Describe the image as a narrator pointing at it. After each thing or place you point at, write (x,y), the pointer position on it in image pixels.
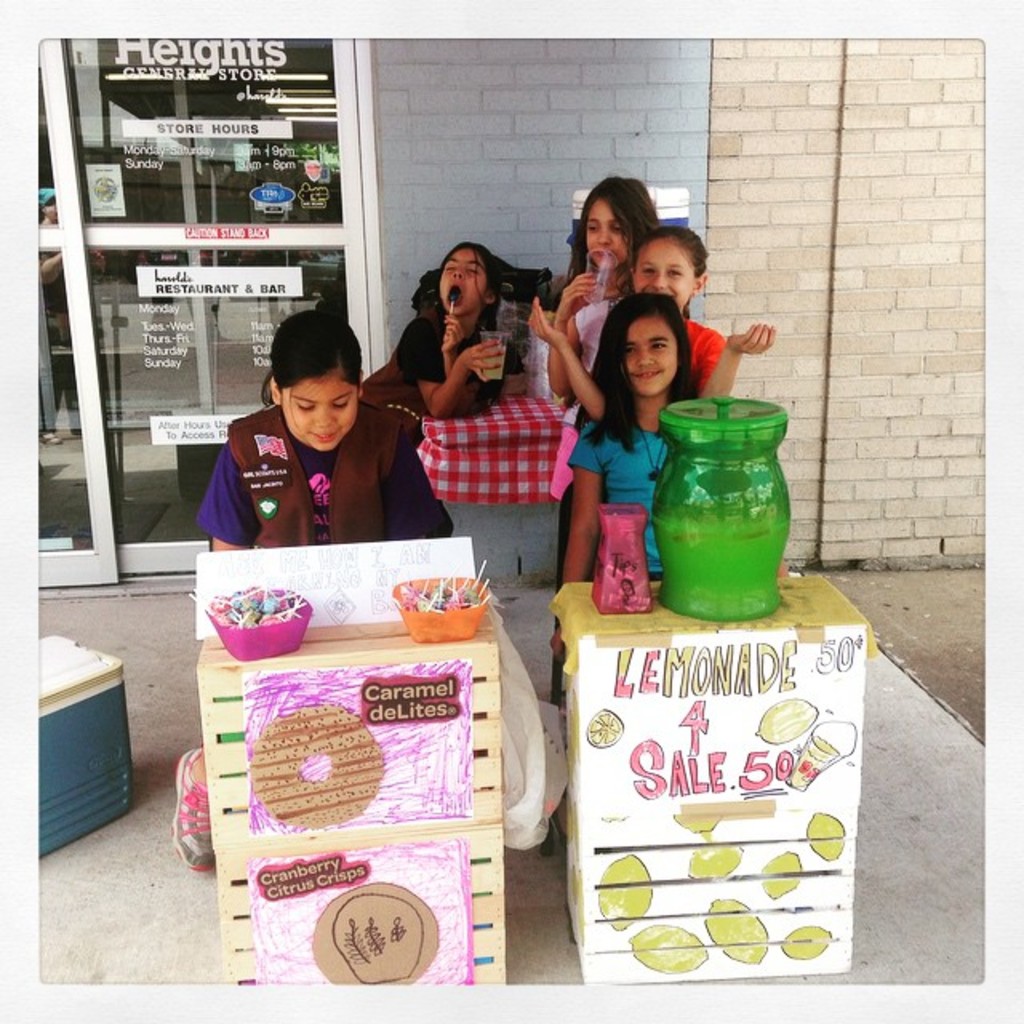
In this image, there are a few people (654,330). We can see some tables (355,837) with objects (245,650) and posters (404,808). We can see the ground (55,854) with some objects (92,669). In the background (608,173), we can see the wall (724,42) and some glass (240,292) with text (218,295) and the reflection (127,295).
